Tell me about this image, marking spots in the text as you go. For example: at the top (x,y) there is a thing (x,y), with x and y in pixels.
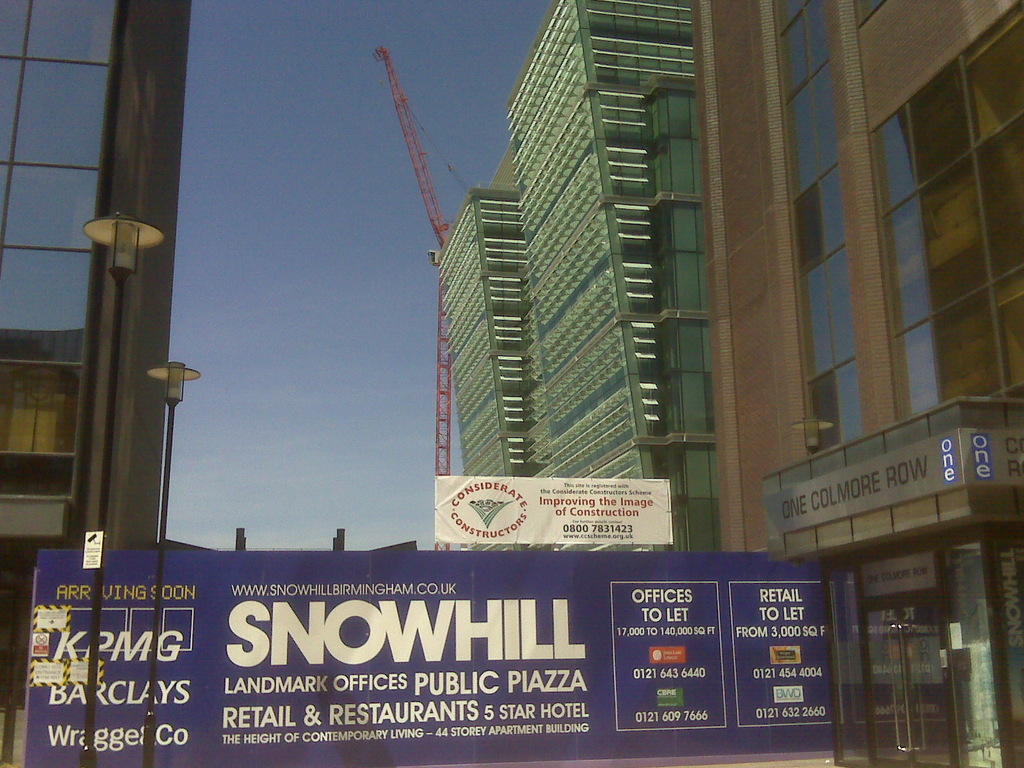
In this image, we can see buildings (0,554), poles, banners (418,580), lights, crane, glass doors (927,673). Background (269,136) there is a clear sky (317,295).
